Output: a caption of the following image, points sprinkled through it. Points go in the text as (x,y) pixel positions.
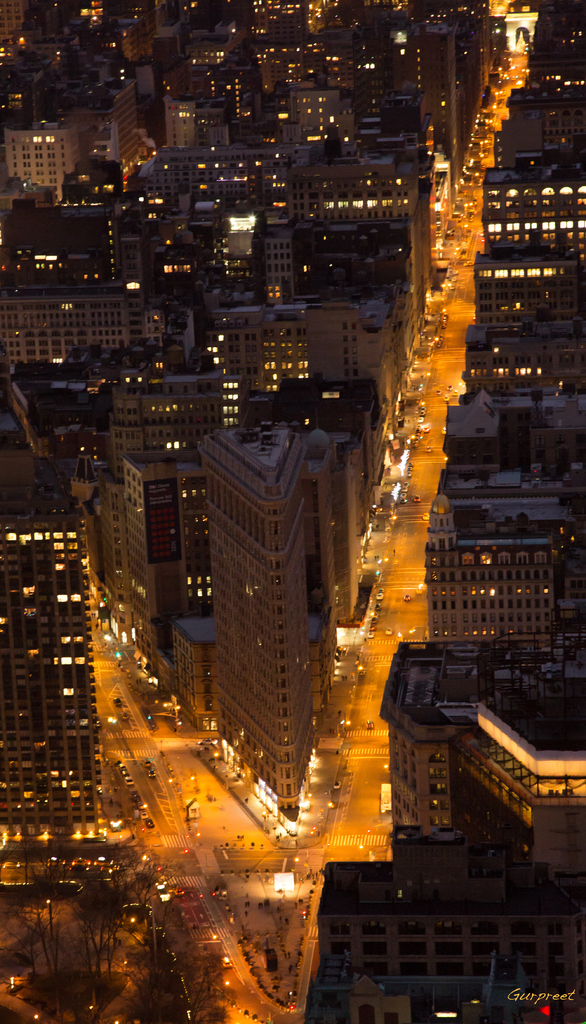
In this picture we can see buildings (350,240), lights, trees (97,918) and vehicles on the road (385,591). In the bottom right side of the image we can see text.
